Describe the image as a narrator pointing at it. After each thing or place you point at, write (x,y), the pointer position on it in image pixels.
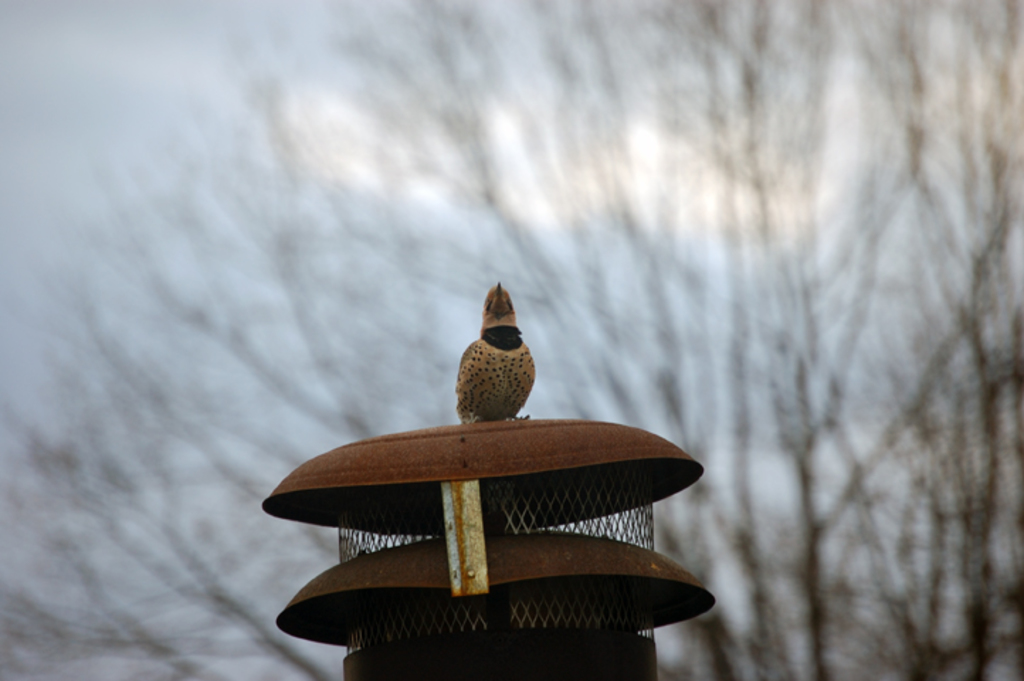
In this image we can see a metal like structure (485,570) on which one bird (477,411) is sitting, behind one tree (267,401) is there.
